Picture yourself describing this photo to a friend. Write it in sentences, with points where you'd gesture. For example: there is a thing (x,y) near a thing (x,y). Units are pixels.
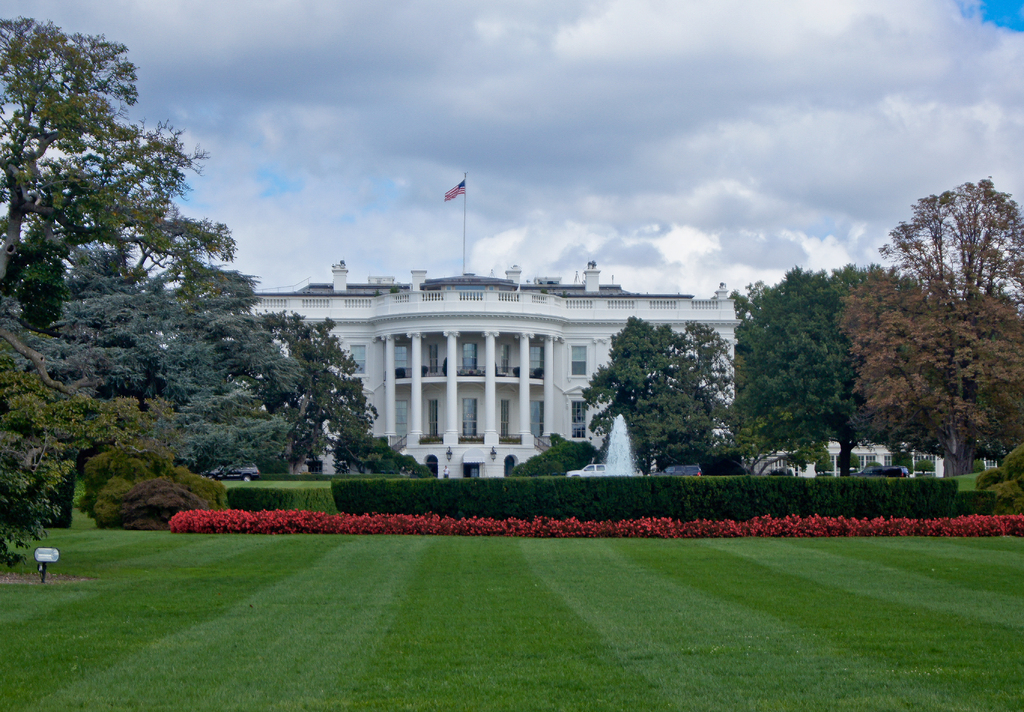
In this image we can see building (438,399), flag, flag post (464,226), trees (768,297), bushes (776,512), ground (706,550), flowers (763,516), fountain (624,458), motor vehicles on the road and sky (422,79) with clouds (761,138).
